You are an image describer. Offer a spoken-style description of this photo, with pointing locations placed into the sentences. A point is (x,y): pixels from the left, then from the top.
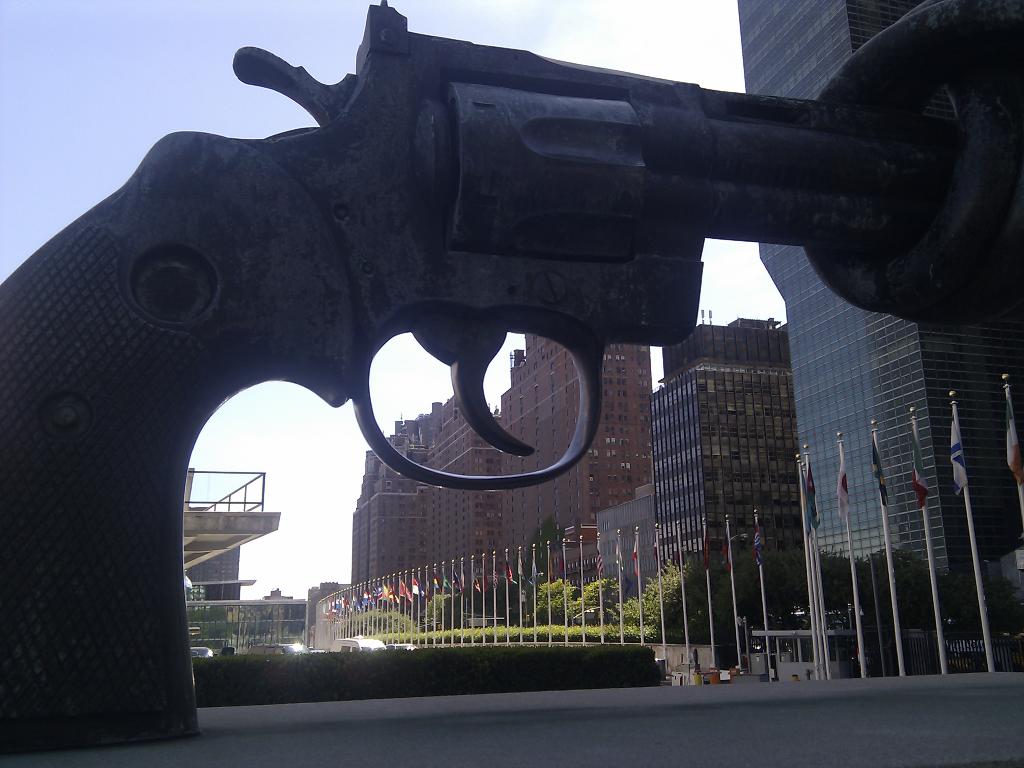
This image is clicked on the road (475,711). In the foreground (129,639) there is a sculpture of a gun (547,190). Behind it there are hedges (450,669). In the background (475,541) there are building (626,472). There are flags (435,589) to the poles (483,572) in front of the buildings (517,561). There are trees (656,599) and vehicles (305,649) in the image. At the top (120,53) there is the sky (136,27).
